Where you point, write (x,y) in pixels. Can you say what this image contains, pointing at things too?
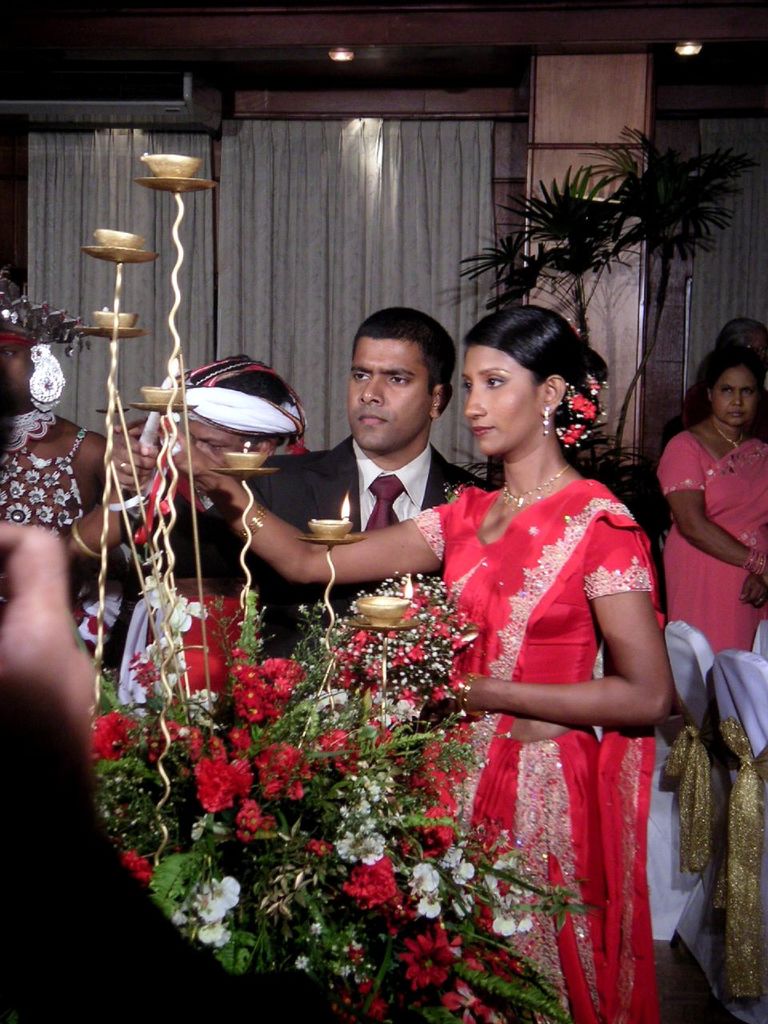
In this image there are couple (412,485) who are lighting up the diyas (162,396) which are in front of them. There is a flower bouquet (289,715) at the bottom (263,826). At the top (689,47) there are lights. In the background (453,212) there are curtains (307,204). On the right side (749,673) there are chairs (695,693). Beside the chairs (705,664) there are few people (687,438).
